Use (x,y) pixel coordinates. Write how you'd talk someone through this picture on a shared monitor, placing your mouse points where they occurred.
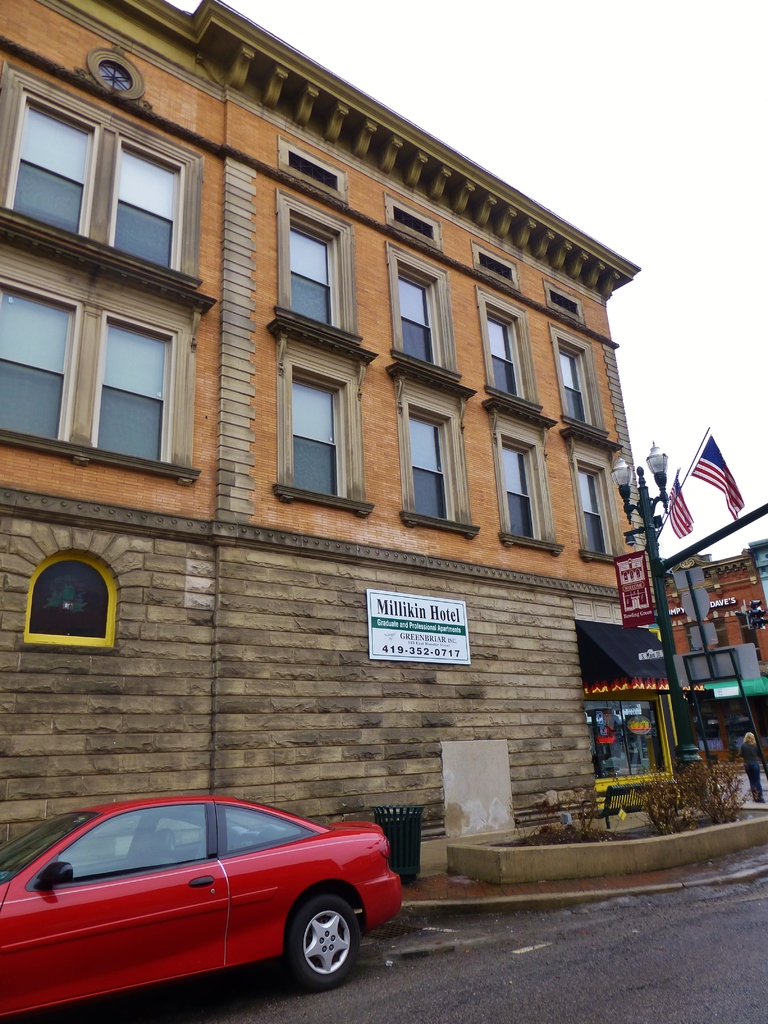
In the center of the image (367,414) there is a building (195,428). On the right side of the image (713,472) we can see stores (643,698), flags (706,463) and street lights (645,509). At the bottom of the image (180,878) we can see car (280,911) on the road (530,916). In the background (535,179) there is sky (535,179).
